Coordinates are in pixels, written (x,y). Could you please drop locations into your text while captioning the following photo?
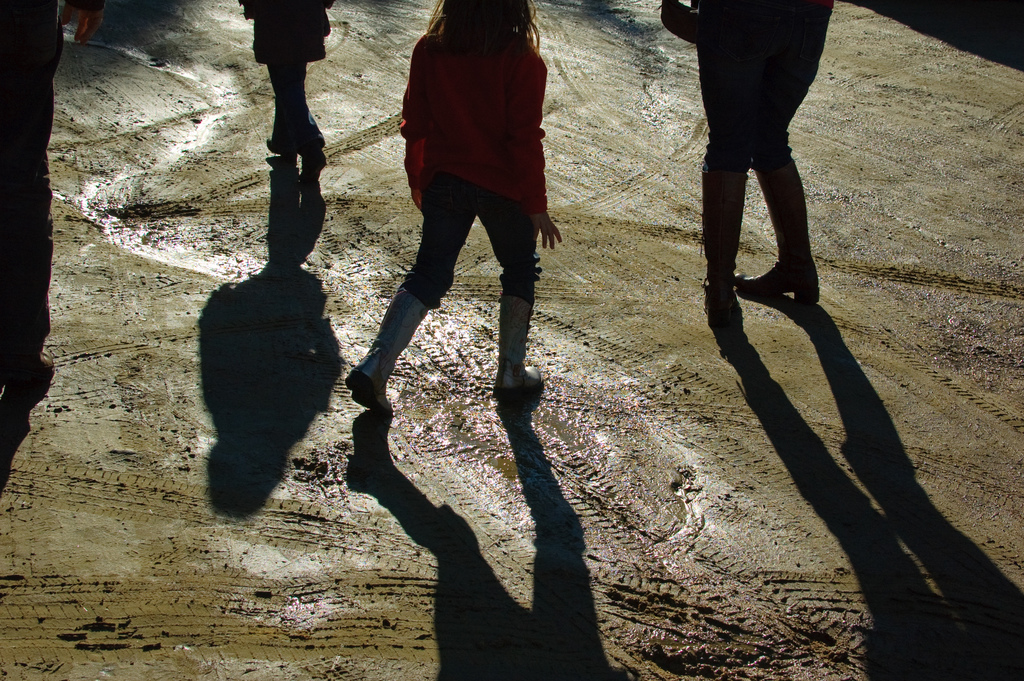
In this image we can see a few people (495,174) and also we can see the shadows (6,445) of those people (28,295) on the ground (877,74).
